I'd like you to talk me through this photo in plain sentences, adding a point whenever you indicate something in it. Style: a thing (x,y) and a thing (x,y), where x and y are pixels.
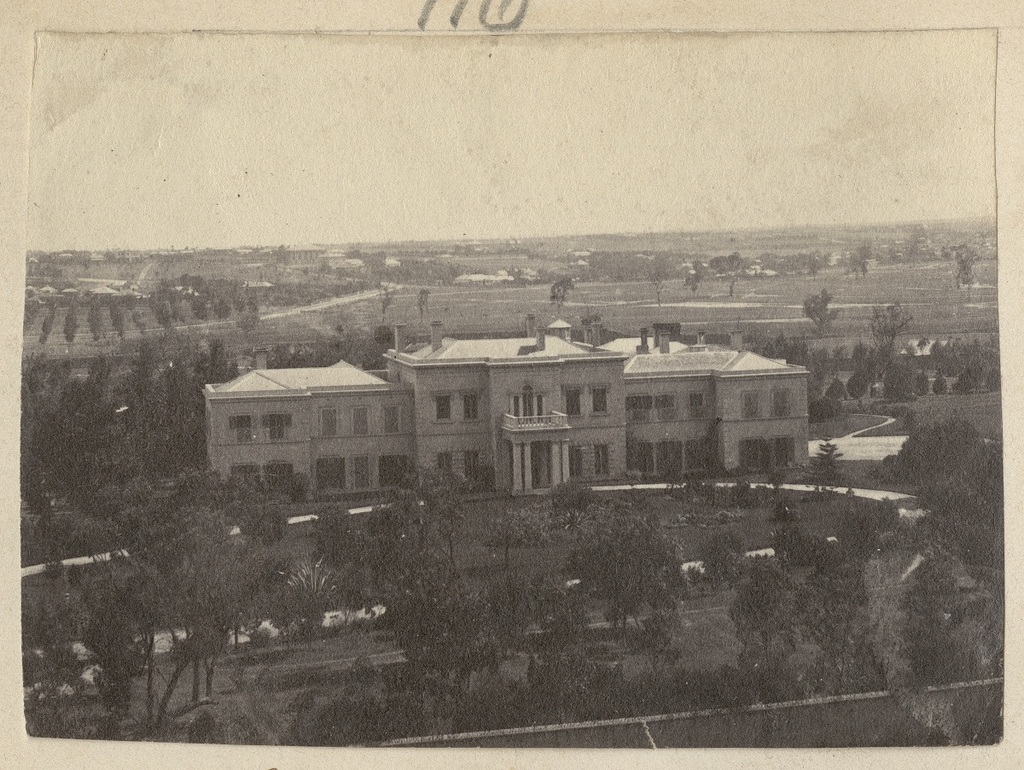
In this picture we can see a photo (727,651) of a building (639,375), trees (791,651), grass (853,422), road (815,447) and sky (622,186).
